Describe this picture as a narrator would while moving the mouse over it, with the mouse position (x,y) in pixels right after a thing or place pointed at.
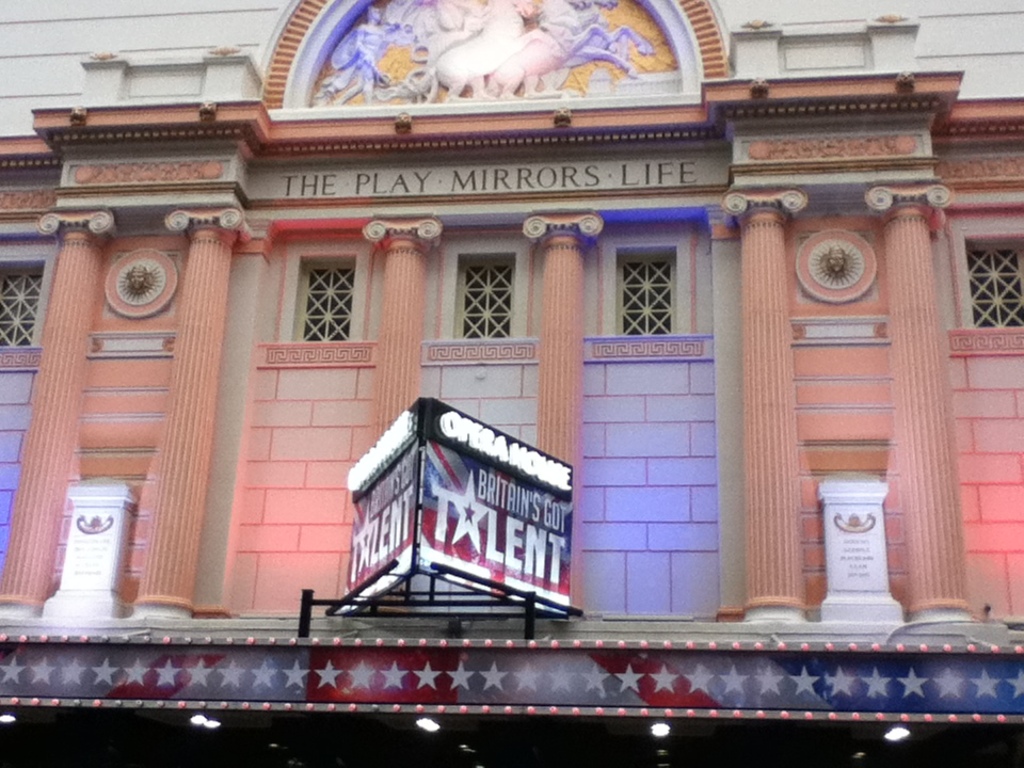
In this picture we can see a brown color building (324,359) with a windows (43,303) and pillars (911,514). In the front (537,577) there is a advertising board (451,545).
